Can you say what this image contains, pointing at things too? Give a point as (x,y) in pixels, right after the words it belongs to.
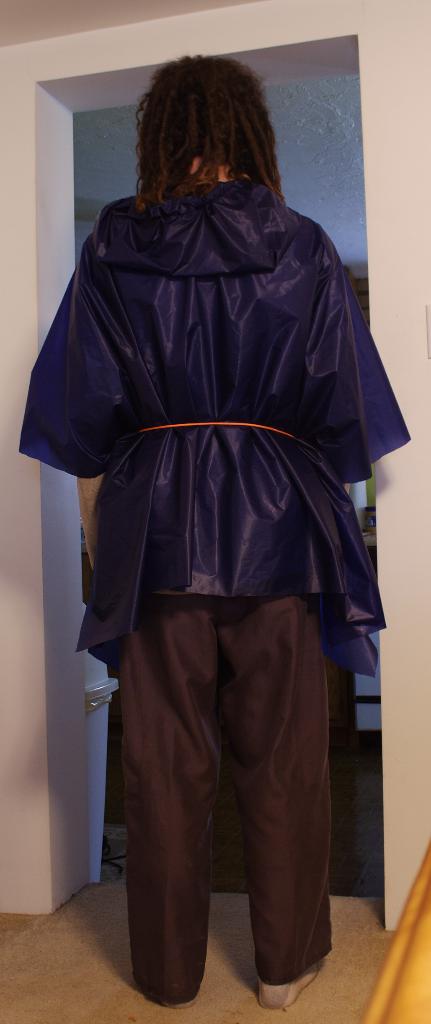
In this picture we can observe a person (99,438) wearing blue color hoodie (208,369) and a brown color pant (167,745). This person (201,688) is standing on the floor (208,997). We can observe a white color wall (38,754) in the background (26,727).
